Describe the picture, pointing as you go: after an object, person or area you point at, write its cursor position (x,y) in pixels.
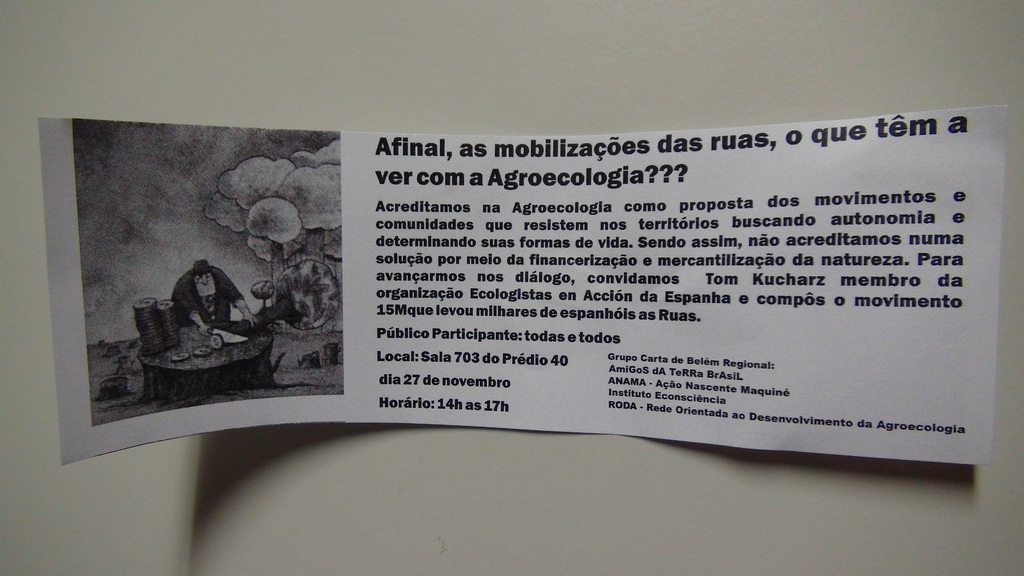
In this image we can see a poster (613,311) on the wall (493,4). On poster (563,276) we can see some text (539,273) and a photo (330,252).
